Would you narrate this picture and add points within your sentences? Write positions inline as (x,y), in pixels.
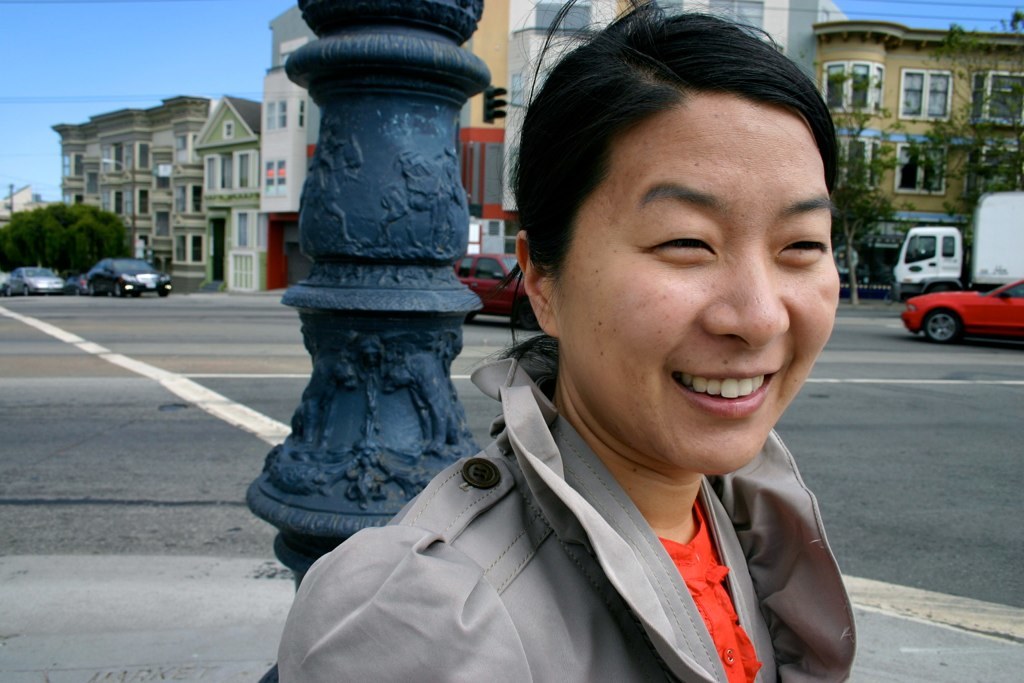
In this picture we can see a woman (508,401) smiling. There is a pole (292,293) on the path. Few vehicles (955,293) are visible on the road (20,301). There are some trees (57,242) and buildings (213,189) visible in the background (1002,122). We can see a few wires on top.
